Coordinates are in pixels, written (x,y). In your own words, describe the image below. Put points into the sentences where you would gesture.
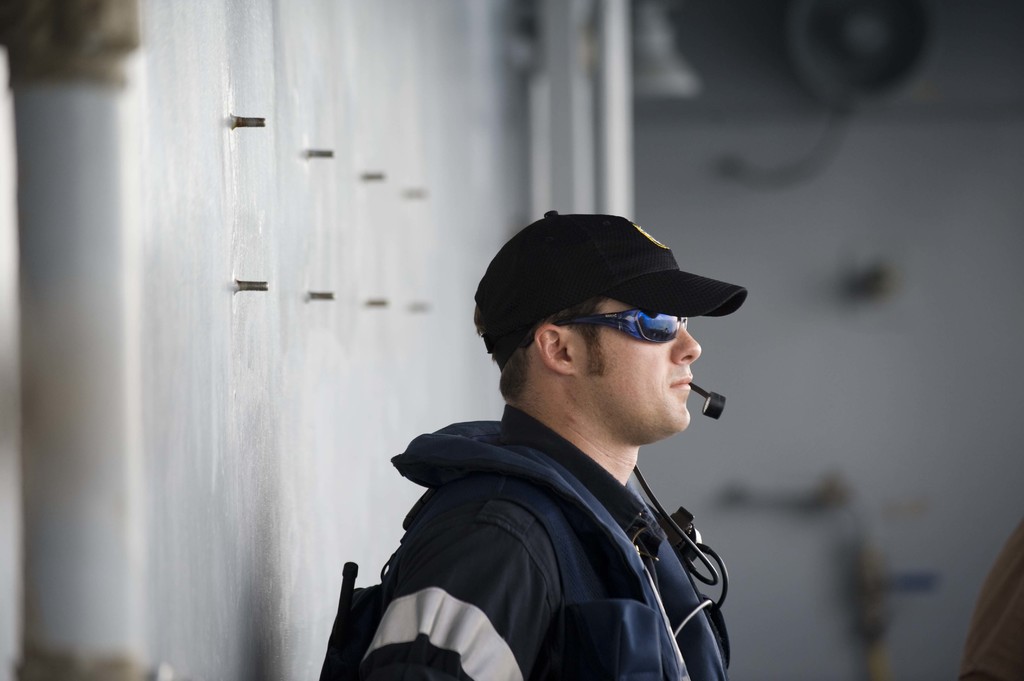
In this image we can see a man (568,490) standing and a microphone (713,410) attached to him and there is a wall (300,99) in the background (291,171).
